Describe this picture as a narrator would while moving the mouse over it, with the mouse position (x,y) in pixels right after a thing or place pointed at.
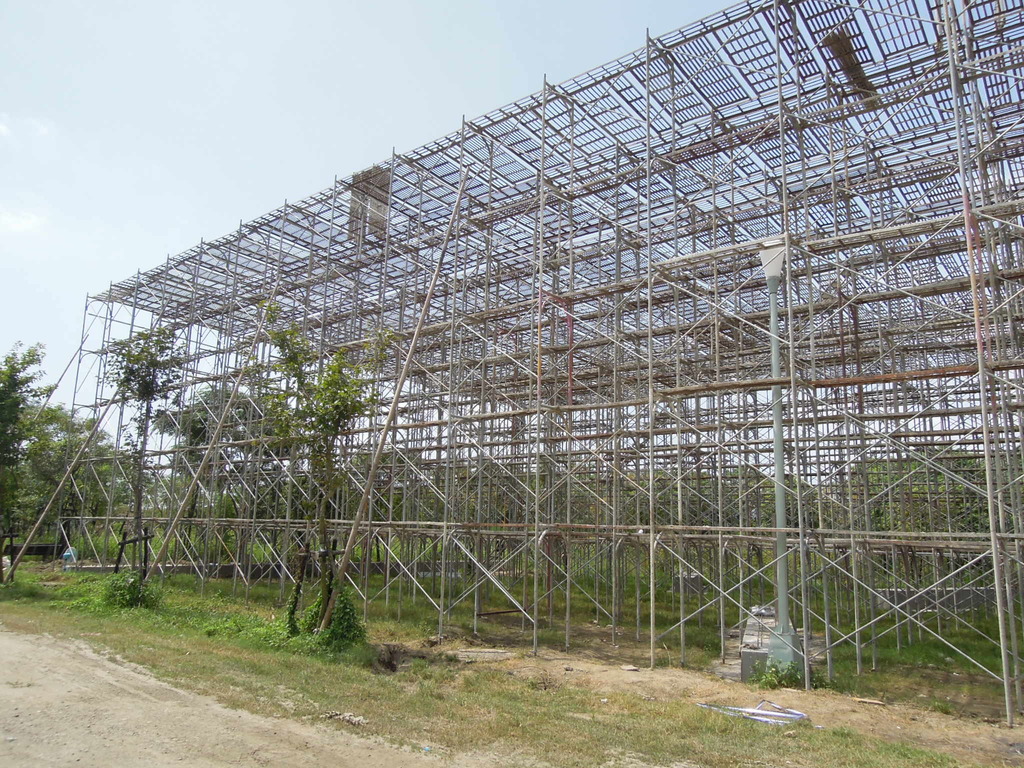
In the image we can see a scaffolding (527,341), trees (29,424), grass (223,671) and a sky (94,26).
